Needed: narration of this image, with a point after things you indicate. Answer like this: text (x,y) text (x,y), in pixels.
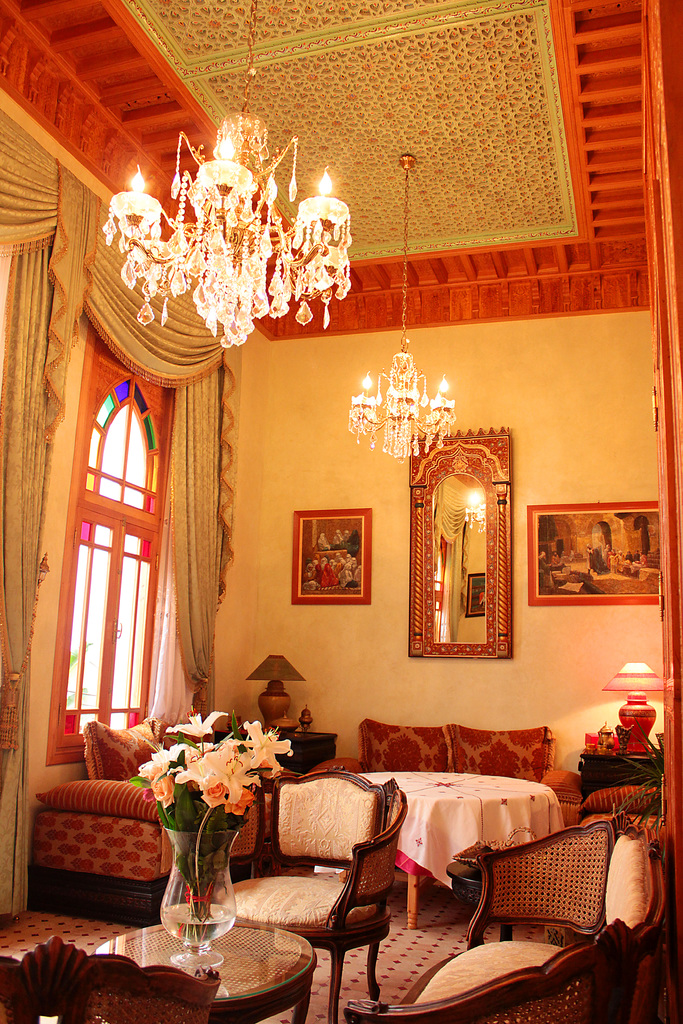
This image is clicked inside the building (361,278) in a living room (607,515). In the front (299,995), there is a table (285,980) on which a flower pot (209,931) is kept, around that there are chairs (419,1016). In the background (493,819), there are sofas (500,759) and table (478,841) covered with white cloth (420,782). There is a wall (517,597) on which frames (419,551) are fixed. At the top (386,97), there is a roof (287,94) to which lights (298,223) are hanged. To the left (143,524), there are curtains (31,525) along with window (145,572).
